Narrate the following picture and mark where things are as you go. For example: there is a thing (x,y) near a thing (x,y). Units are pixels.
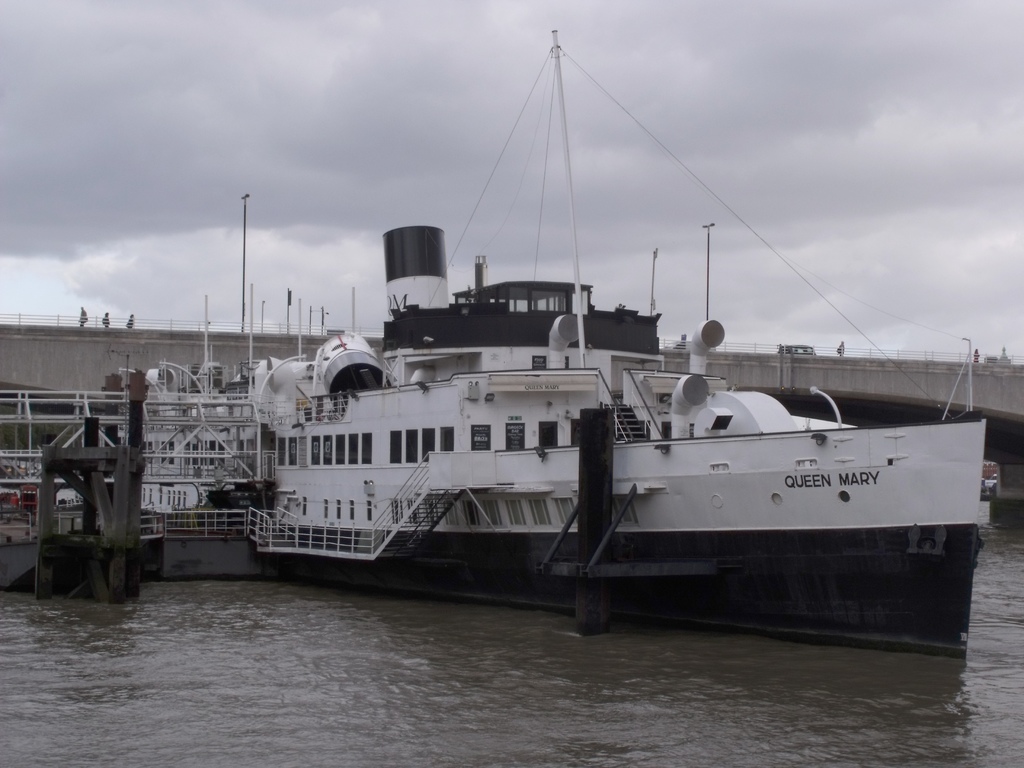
In the image there is a huge ship (559,450) in a river (251,704) at a pier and behind it there is a bridge (746,365) with few persons (839,351) walking on it and above its sky (359,111) with clouds (768,105).
